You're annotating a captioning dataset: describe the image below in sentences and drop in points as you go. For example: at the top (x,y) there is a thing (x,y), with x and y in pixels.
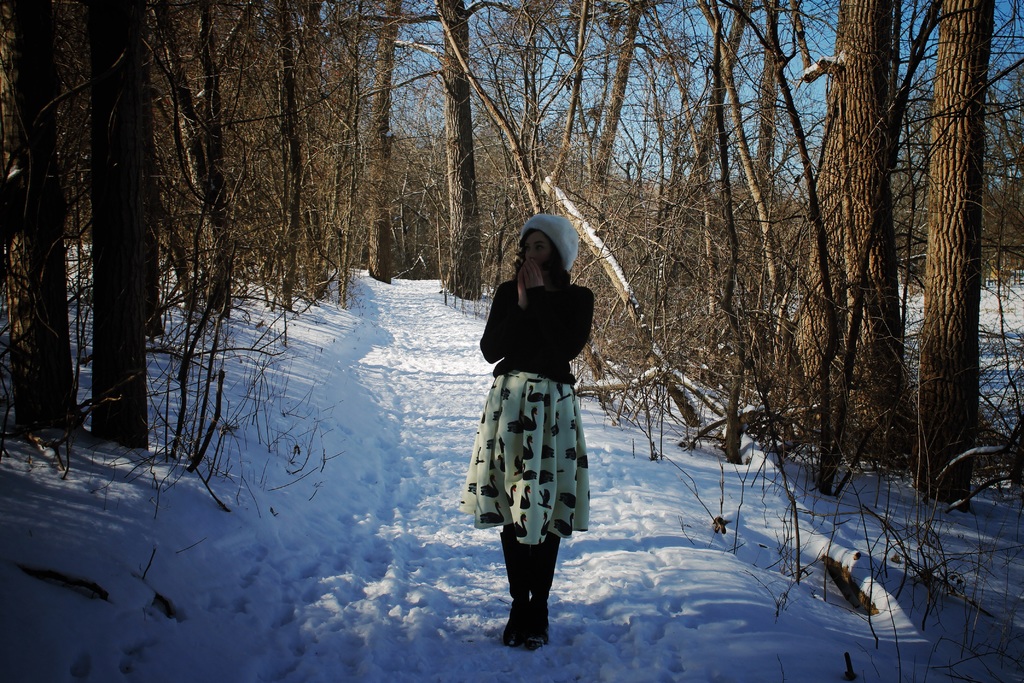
In this image we can see a woman (584,320) wearing a dress (560,445) is standing on the snow (488,660). In the background (1010,231), we can see a group of trees (809,227) and the sky (585,83).
